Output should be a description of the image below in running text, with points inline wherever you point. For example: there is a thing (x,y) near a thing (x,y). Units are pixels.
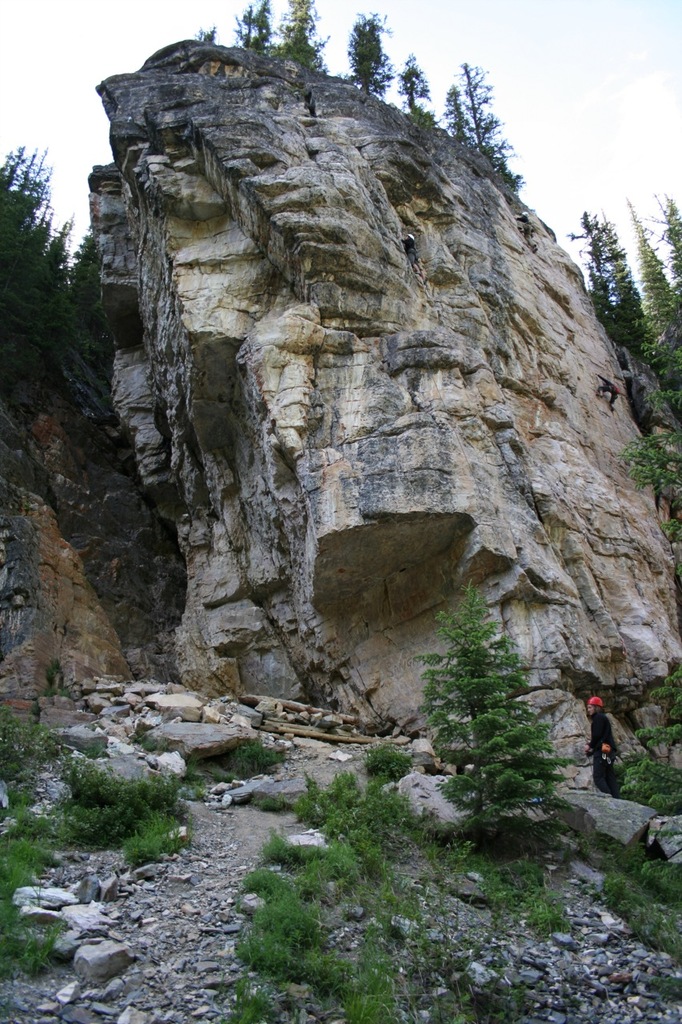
There is a person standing and we can see plants (318,815) and trees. We can see rocks (439,194) and these people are climbing on this rock (513,379).
